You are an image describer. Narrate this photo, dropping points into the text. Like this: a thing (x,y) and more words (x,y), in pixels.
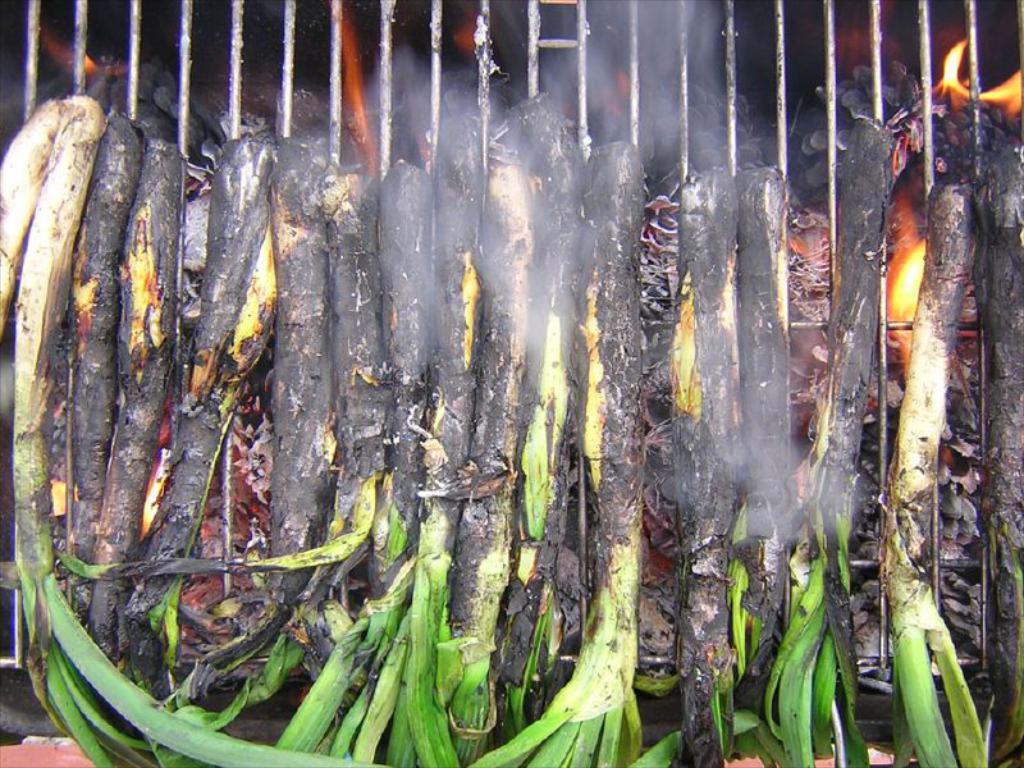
In this picture we can see leafy vegetables (469,274) on the grills (386,158) and we can see fire (158,489).
